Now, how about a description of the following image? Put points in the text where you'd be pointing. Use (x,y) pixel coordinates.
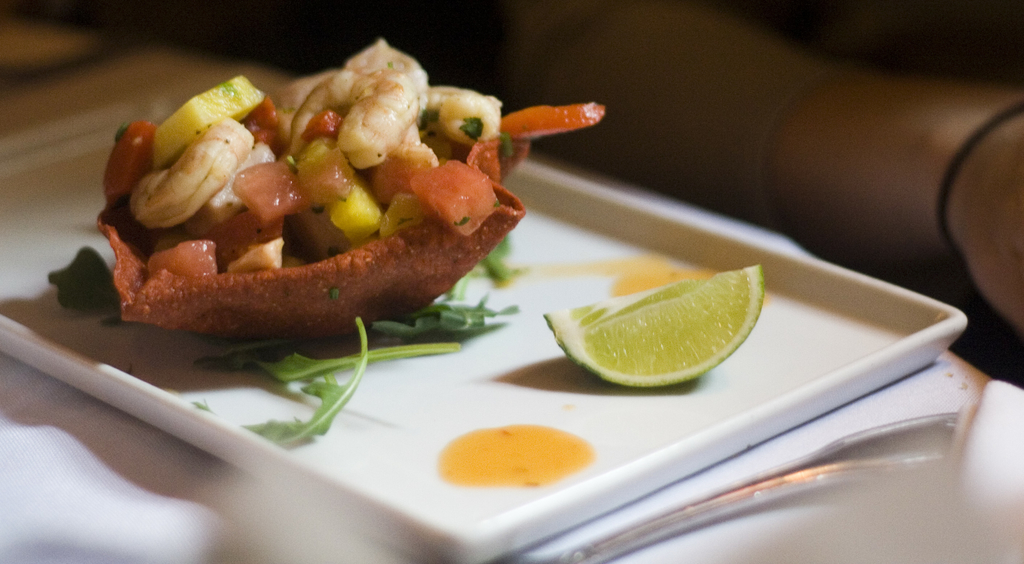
This image consists of food (398,187) which is on the plate (613,411).
